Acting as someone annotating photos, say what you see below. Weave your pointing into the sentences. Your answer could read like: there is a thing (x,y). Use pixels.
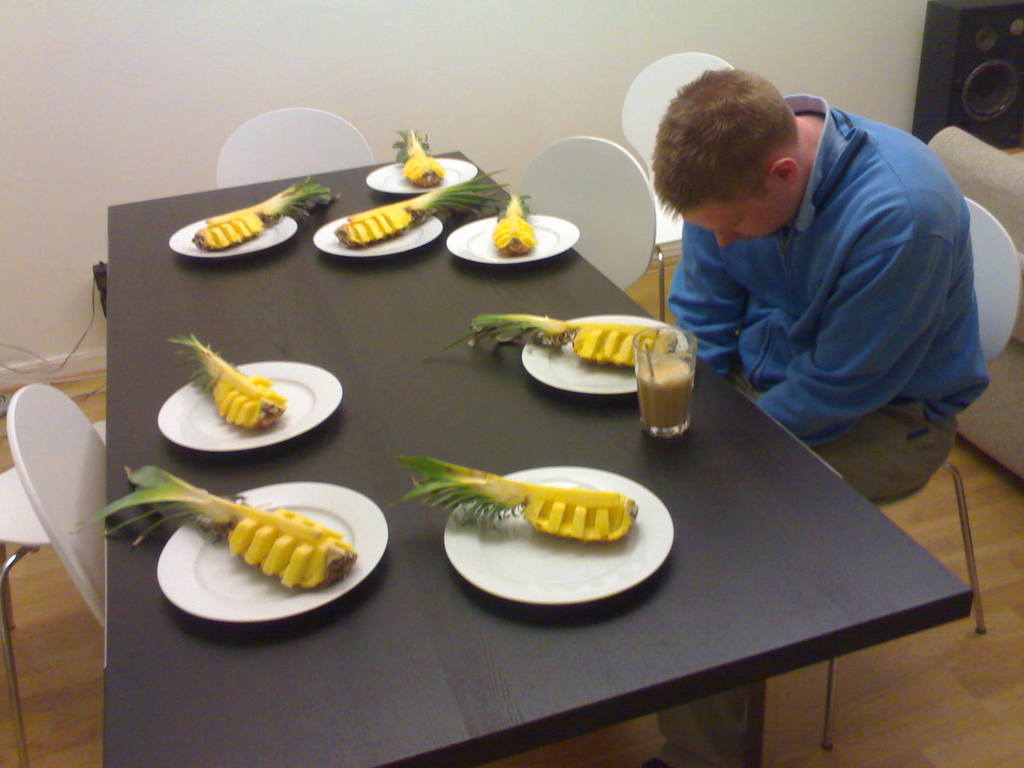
This picture is clicked inside the room (177,10). In front of the image, we see a brown table (693,623) on which eight plates (289,410) containing half of the pineapple (266,394) are placed on this table (478,372) and even a glass (657,368) with liquid (664,360) is also placed on the table (797,543). On the right side of the picture (800,325), we see man (875,319) in blue jacket (890,301) is sitting on the chair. Behind him, we see a sofa (999,187) and a speaker (947,57).
